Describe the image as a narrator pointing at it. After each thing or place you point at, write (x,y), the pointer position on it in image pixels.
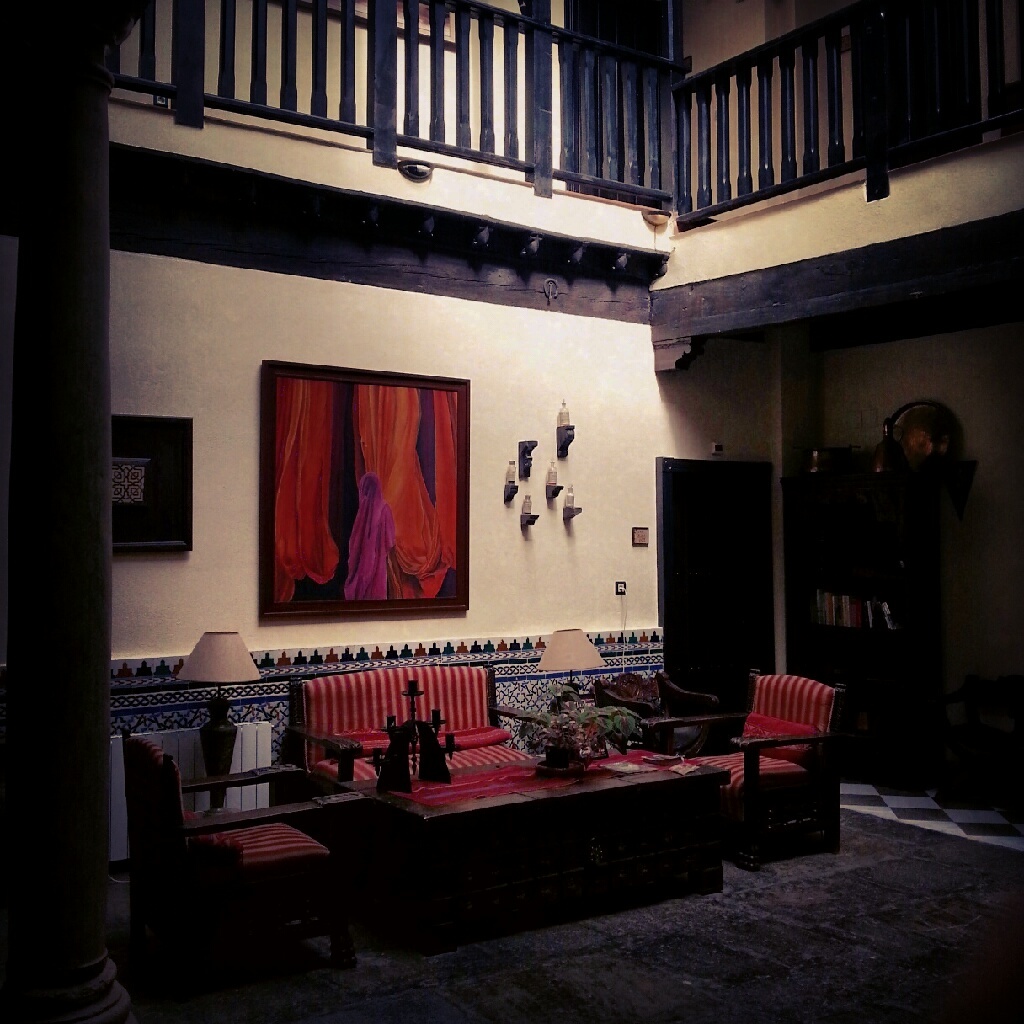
In this picture there is a lamp (241,663), sofa (359,757), chair (342,839), frame (447,493), bottles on the wooden plank (532,518), books (849,600) in the cupboard (895,650) and a carpet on the floor (745,934).
